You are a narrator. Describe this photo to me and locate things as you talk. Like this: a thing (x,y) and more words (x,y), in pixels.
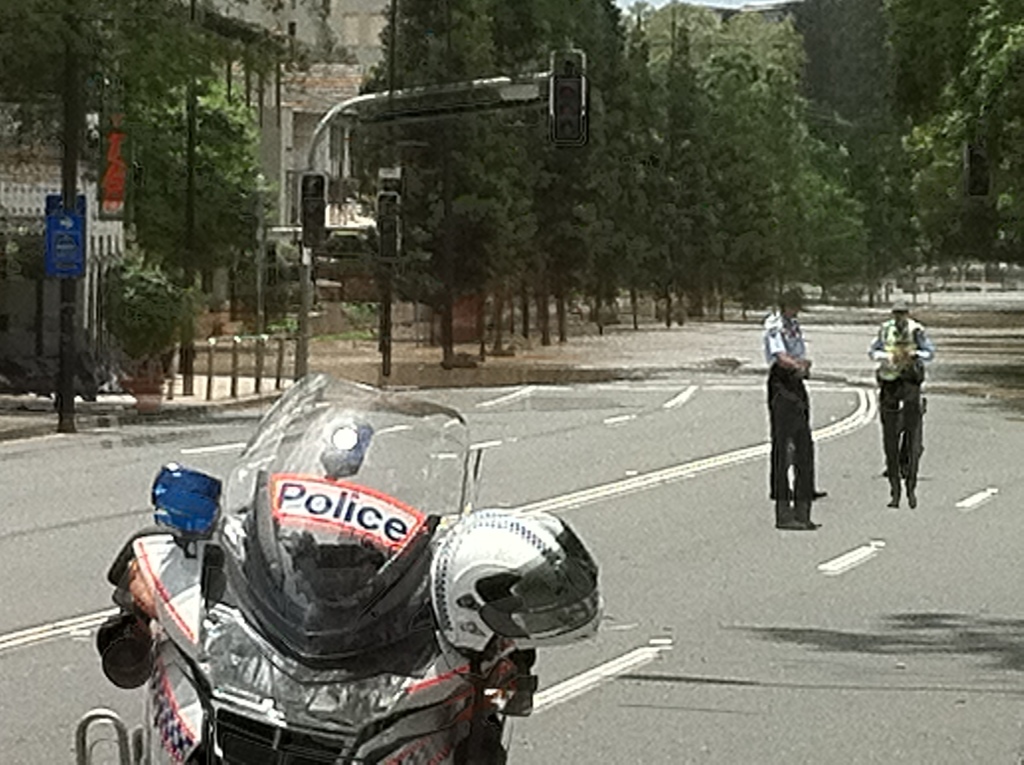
In this picture we can see two persons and a vehicle (368,671) on the road (717,696). Behind the vehicle (287,472), there are trees (235,270), buildings (43,294), plants (147,294), poles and there is a pole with traffic lights (315,230). There is another pole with boards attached to it.
